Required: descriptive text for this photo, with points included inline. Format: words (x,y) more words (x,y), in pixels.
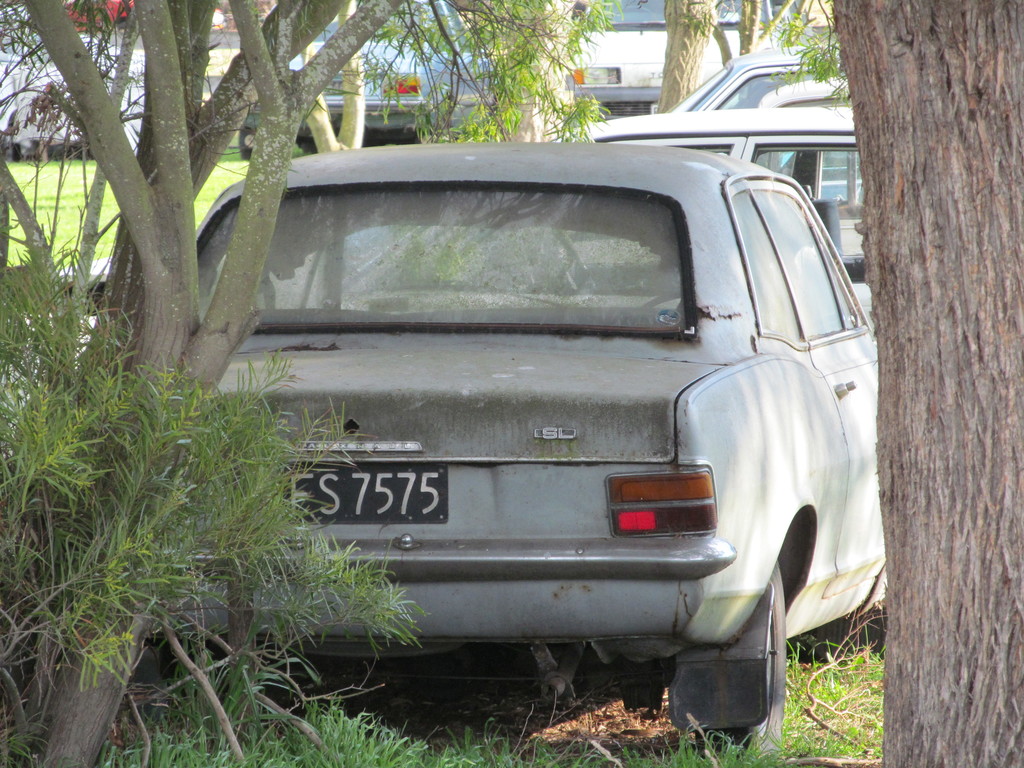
In this image we can see vehicles (680,166). Also there are trees (880,311). On the ground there is grass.
